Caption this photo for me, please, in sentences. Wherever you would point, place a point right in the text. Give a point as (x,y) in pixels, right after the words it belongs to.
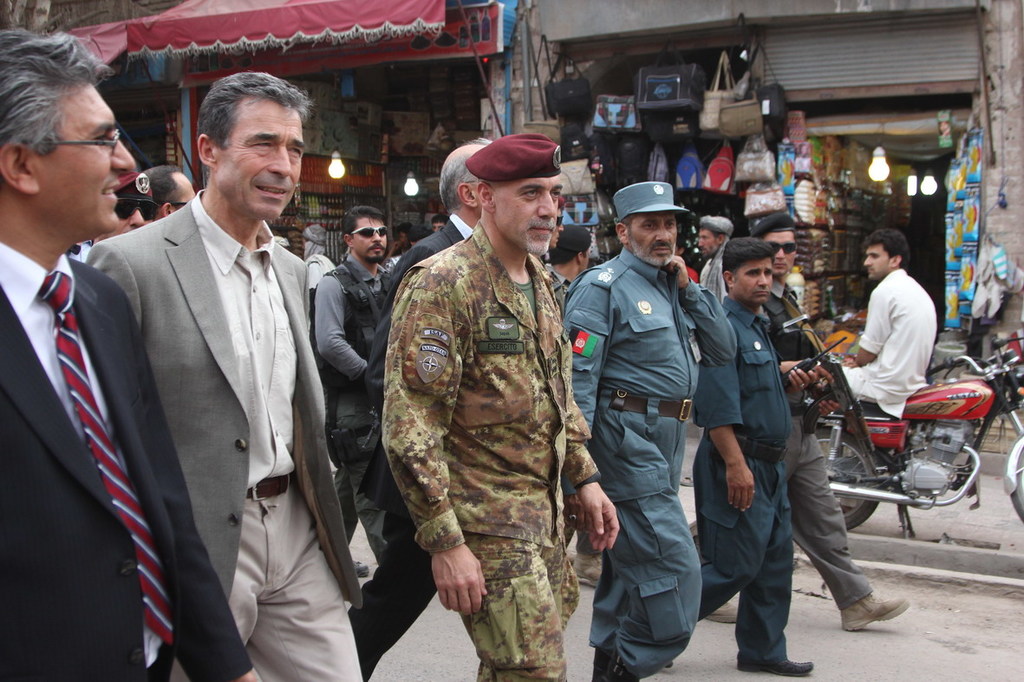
In this image there are a few persons (449,306) walking on the road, in the background of the image (645,96) there are few stalls (631,119) and there is a person (873,303) seated on a bike (873,413).
